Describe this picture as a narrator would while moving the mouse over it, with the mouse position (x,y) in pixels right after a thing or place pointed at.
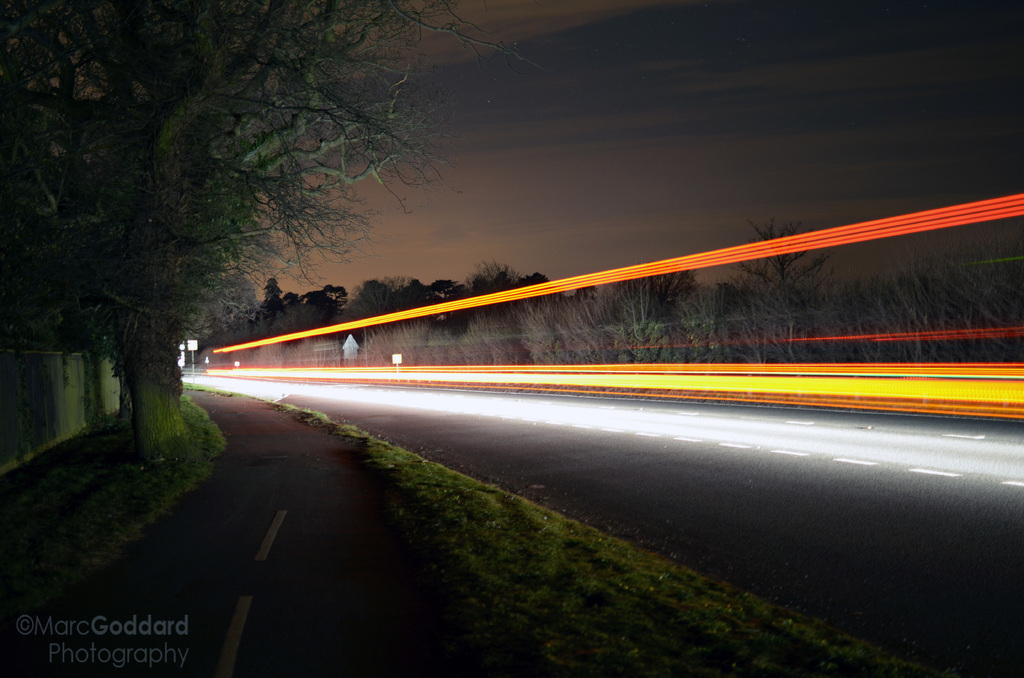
In this picture we can see a road (736,483) and on the right side of the road (710,443) there are trees (779,314), lights (434,313) and the sky (671,89). On the left side of the road (244,391) there is a wall (60,400) and in front of road (476,423) there are poles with boards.
